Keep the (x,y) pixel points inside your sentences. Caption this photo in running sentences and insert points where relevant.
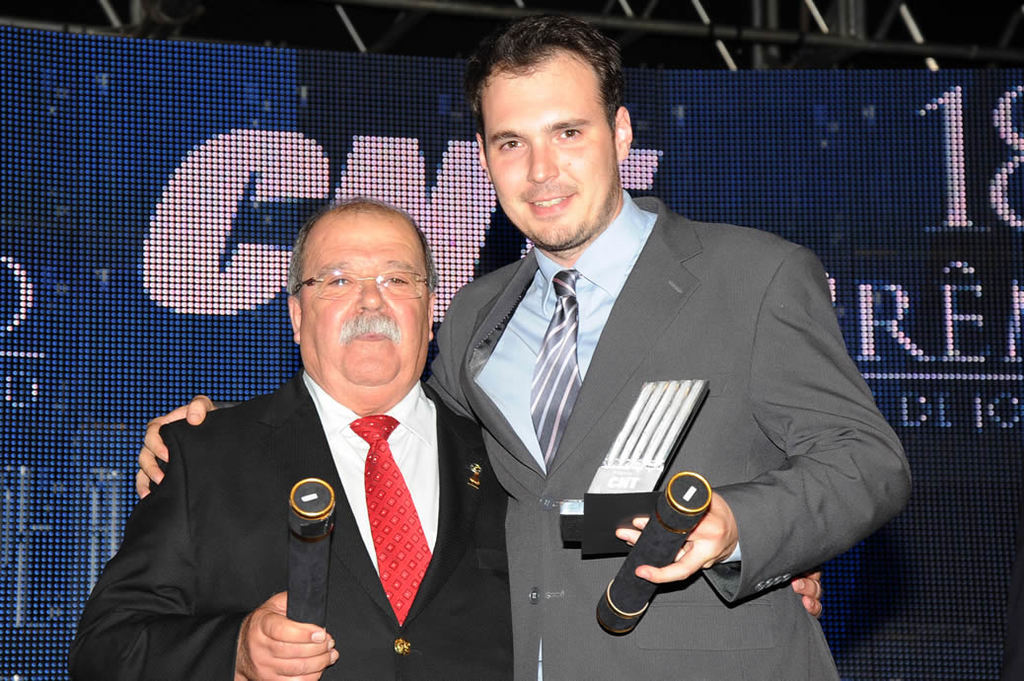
In this image at front (824,419) there are two persons (563,497) standing by holding the tubes (301,582). At the back side (440,218) there is a screen (772,146).
